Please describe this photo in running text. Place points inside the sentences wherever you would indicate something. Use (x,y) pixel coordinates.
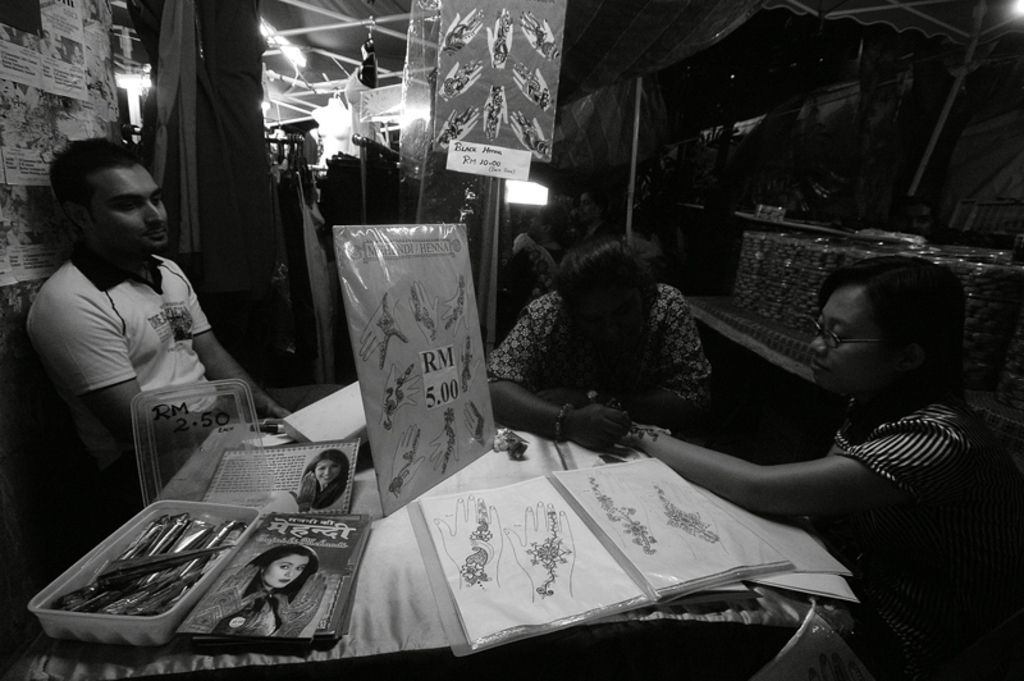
In the image we can see there are people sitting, there are books (295,578) and henna design books (487,557) kept on the table (367,589). There are henna cones (174,569) kept in the box (205,565) and there is a banner (490,76) on which there are henna designs (394,330). There are papers (70,117) kept on the wall (20,454).
